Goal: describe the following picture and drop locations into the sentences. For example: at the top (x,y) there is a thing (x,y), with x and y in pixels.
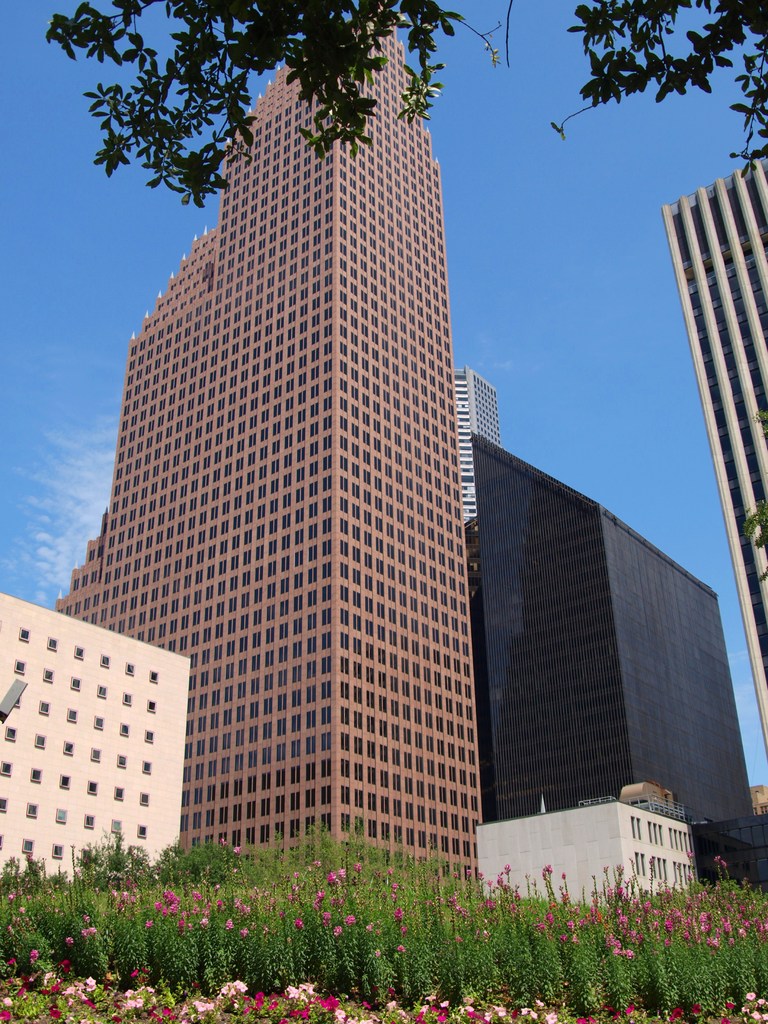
In this picture we can see there are buildings (341,600). Behind the buildings (416,510), there is the sky (540,214). At the bottom of the image (195,956), there are plants (253,924). At the top of the image (214,80), there is a tree (601,39).
